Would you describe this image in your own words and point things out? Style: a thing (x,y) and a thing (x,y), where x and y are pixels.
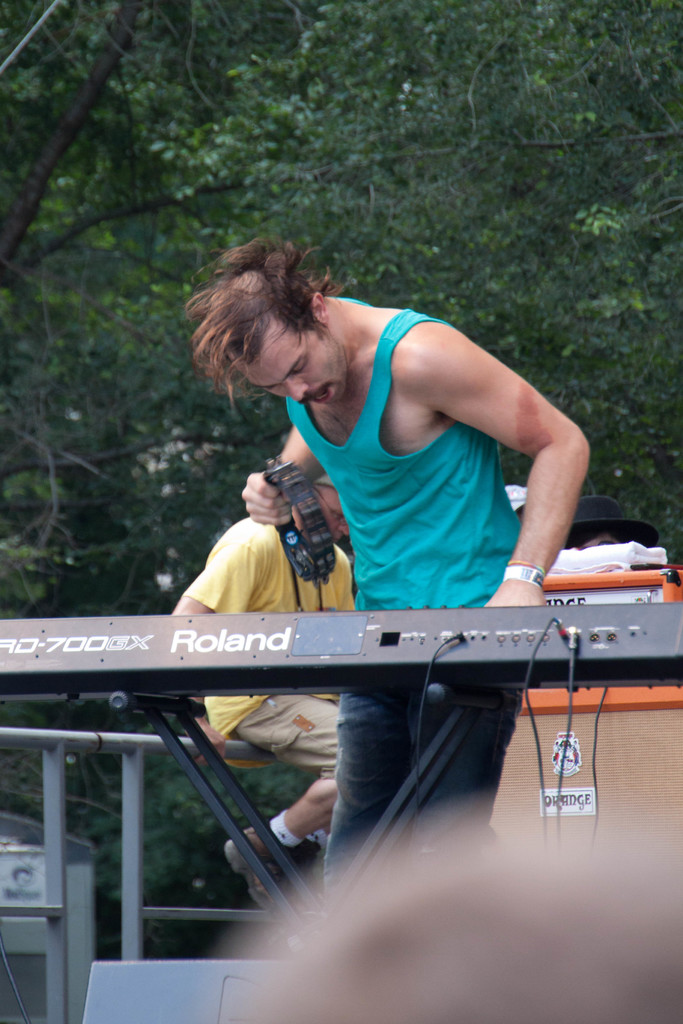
In this picture we can see some people (330,407) where a man (372,490) holding an object (313,546) with his hand (288,509) and standing, rods (245,809), cloth (600,552), cap (580,531) and some objects (656,684) and in the background (230,178) we can see trees (320,105).
